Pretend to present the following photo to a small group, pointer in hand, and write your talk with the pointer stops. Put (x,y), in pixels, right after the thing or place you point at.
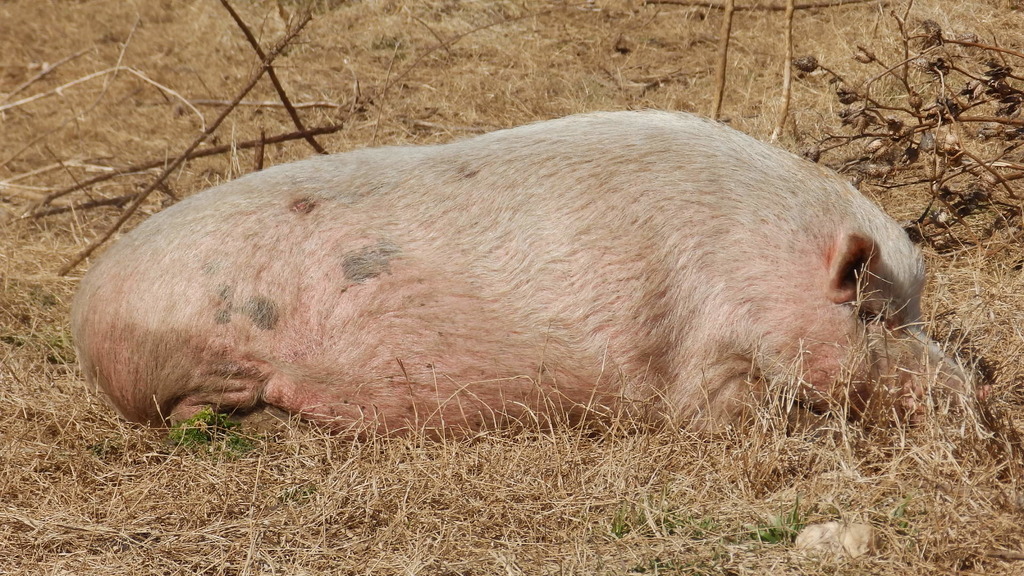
In this image I can see an animal (559,365) which is in light-pink and white color. I can see dry grass (183,485) and few sticks (239,99).
